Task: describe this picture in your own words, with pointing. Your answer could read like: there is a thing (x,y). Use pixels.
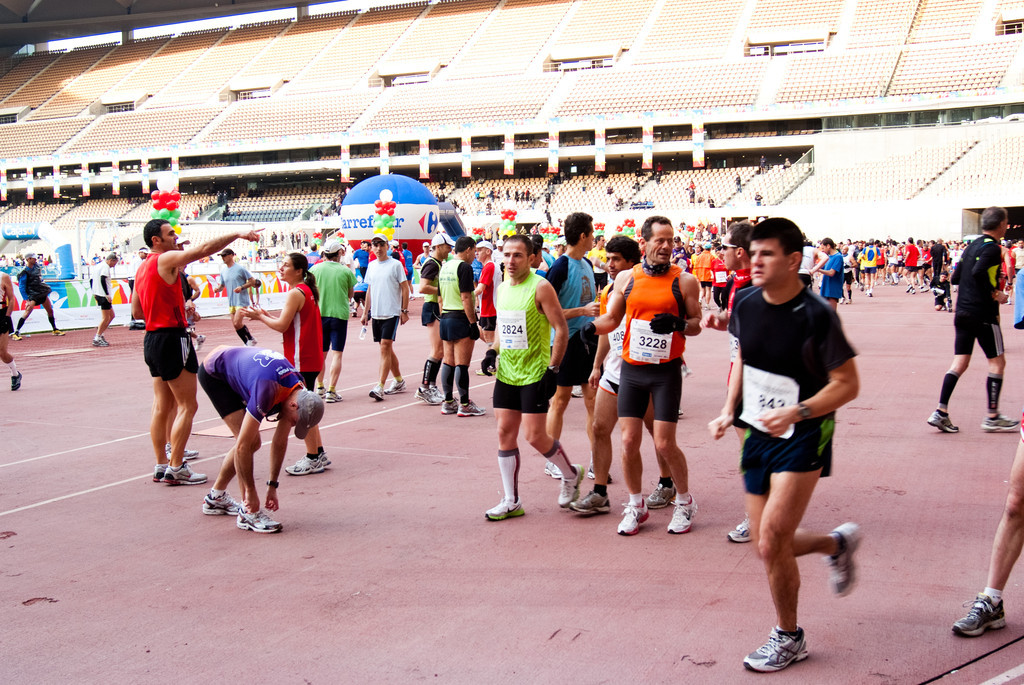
In this picture we can see a group of people (727,432) on the ground (488,484) and in the background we can see a stadium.
